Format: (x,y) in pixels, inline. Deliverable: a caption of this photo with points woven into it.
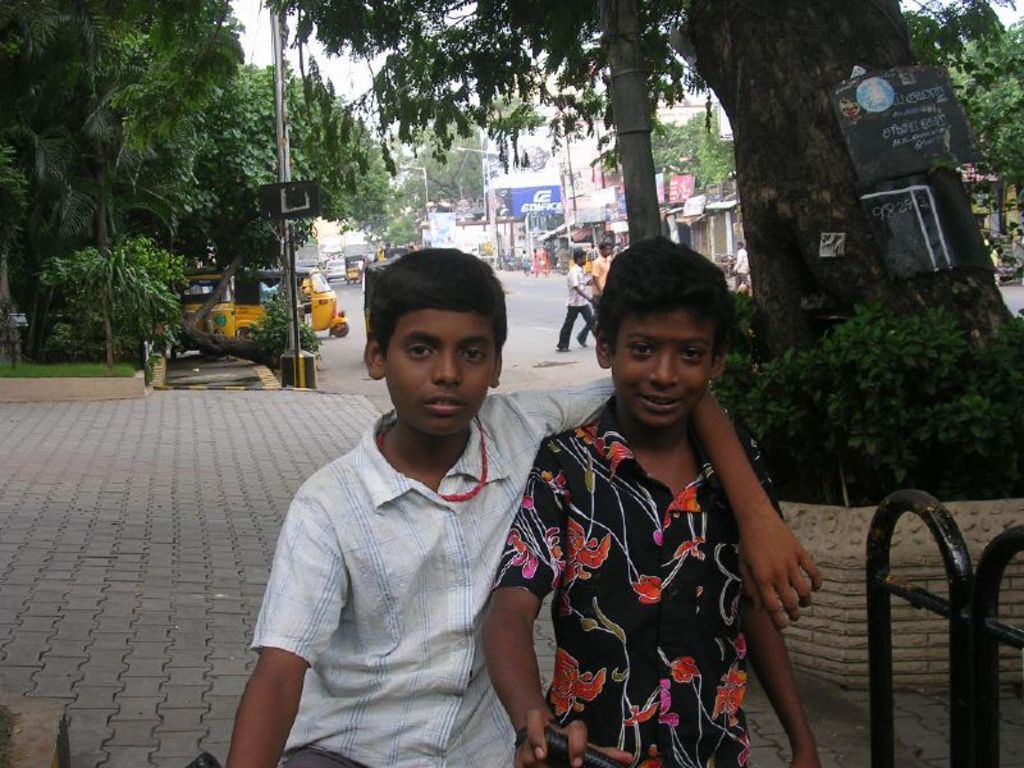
In this picture there are two people (468,543) in the foreground (627,636). At the back (16,130) there are buildings (619,200) and trees (339,198) and poles (425,193) and there are vehicles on the road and there are group of people (607,262) walking on the road (539,314). At the top (316,57) there is sky (290,23). At the bottom (102,619) there is a road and there is a pavement (167,562) and there is grass (121,373). On the right side of the image (872,577) there is a railing (891,577) and there are boards (950,150) on the tree (981,299) and there is text (923,134) on the boards (923,134).
